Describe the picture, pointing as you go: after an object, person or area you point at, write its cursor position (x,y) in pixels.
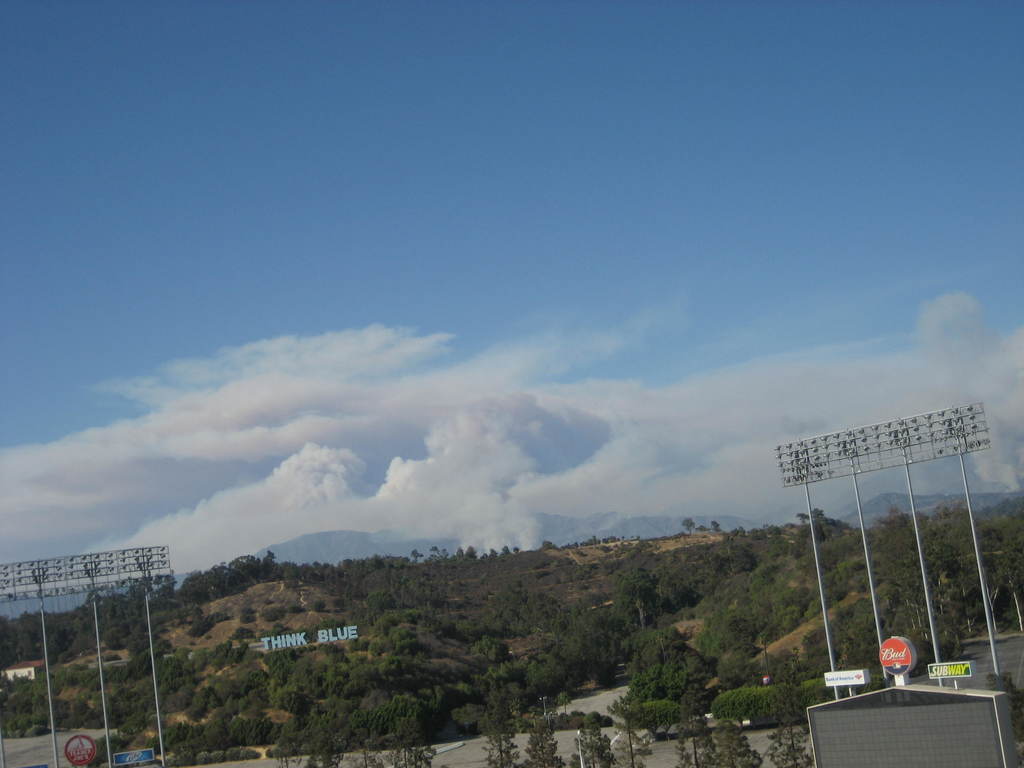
In the foreground of the picture (995,724) there are flood lights (940,447), trees (356,682), hoardings (829,686) and a nameplate (303,637). Sky (378,458) is bit cloudy. In the center of the background (298,547) there are mountains (313,545).
